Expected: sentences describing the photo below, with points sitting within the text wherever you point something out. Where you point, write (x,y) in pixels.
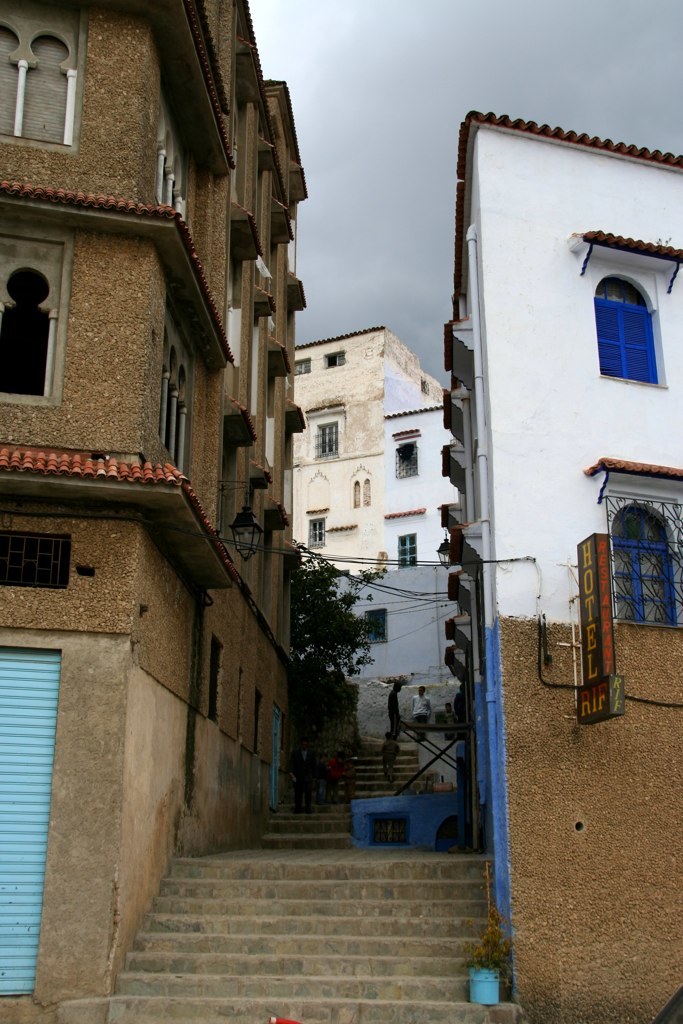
In this picture I can see the staircase (310,944) at the bottom (339,891), there are buildings (660,410) on either side. On the right side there is a board (600,652), at the top (447,101) there is the sky (424,151), there are few persons (390,767) in the middle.
